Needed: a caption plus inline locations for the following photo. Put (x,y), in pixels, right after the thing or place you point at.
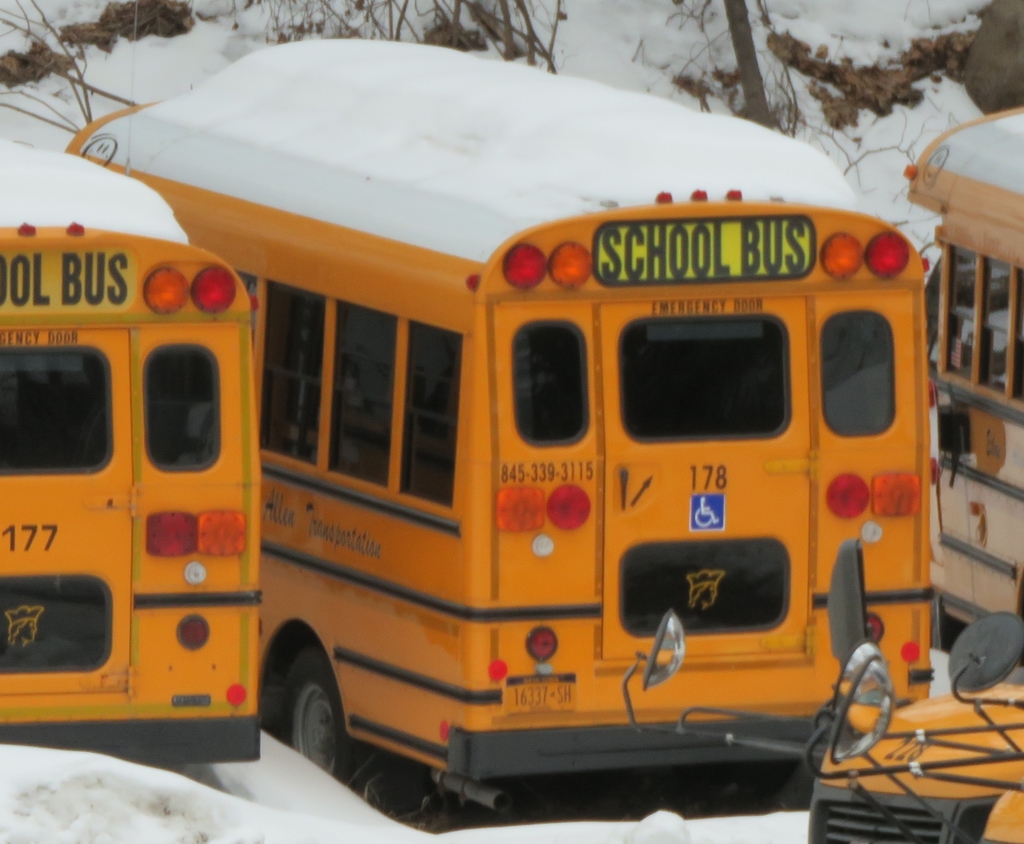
In this image we can see some buses (512,381) placed on the ground (585,806). We can also see the snow (809,16). On the backside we can see some branches (762,97) of the trees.
